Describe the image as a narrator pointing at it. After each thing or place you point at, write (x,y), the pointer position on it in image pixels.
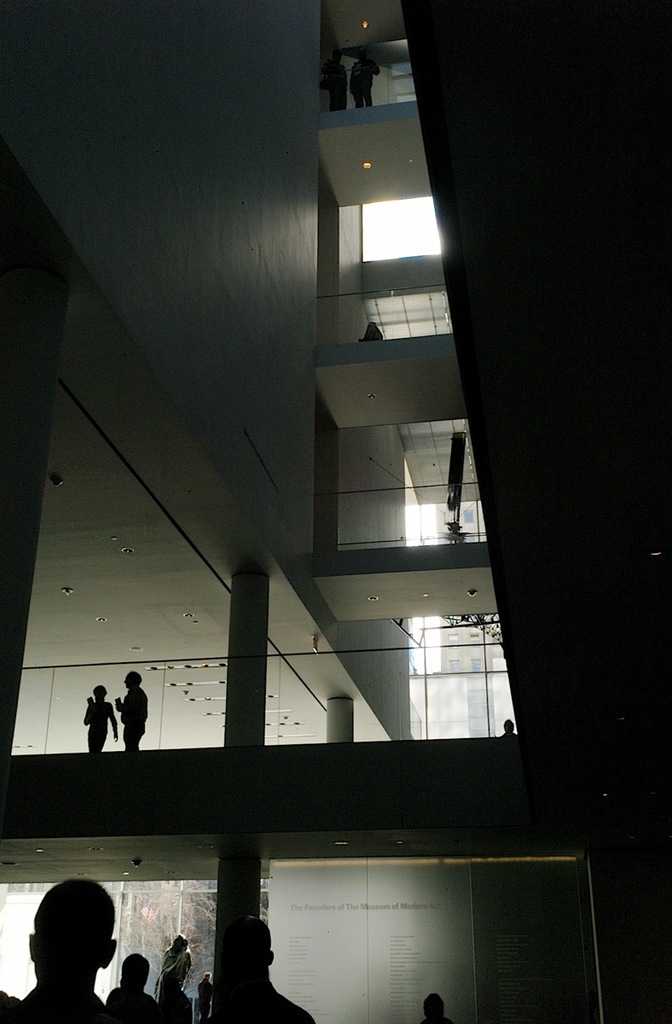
In this image I can see the dark picture in which I can see the interior (286,544) of the building (368,580). I can see few persons (99,958) standing, the glass railing (207,732), the ceiling (183,611) and few lights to the ceiling (147,597). I can see few windows (499,624) of the building (433,551) through which I can see another building (472,520) and the sky (417,204).
